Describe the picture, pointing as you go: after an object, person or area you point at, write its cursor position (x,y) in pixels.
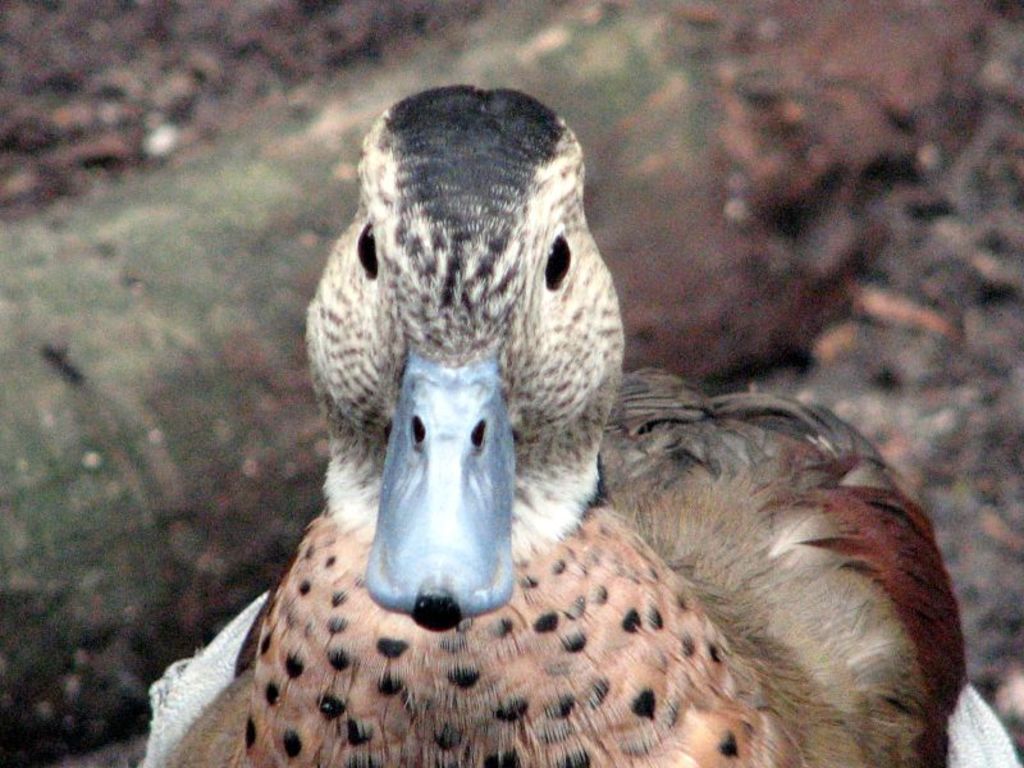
At the bottom of this image (536,739) I can see a bird (509,574). The background (183,100) is blurred.
